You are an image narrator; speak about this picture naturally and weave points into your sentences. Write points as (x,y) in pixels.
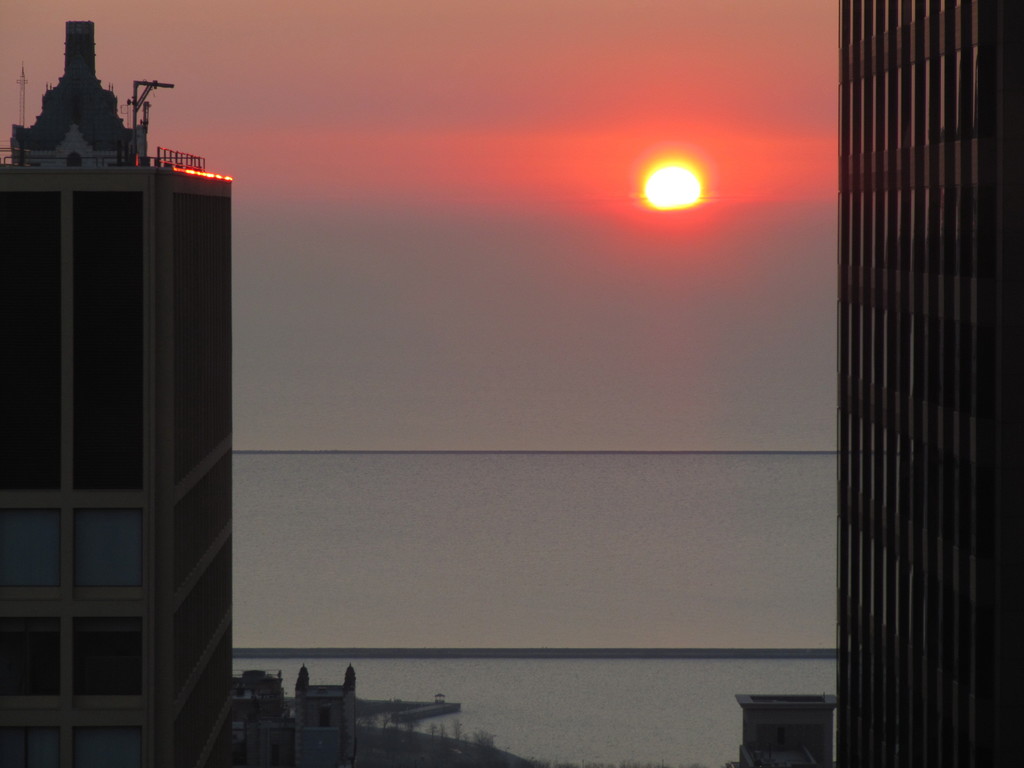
On the right (940,216) and left side of the image (90,555) I can see the buildings (264,720). At the bottom (577,692) there is an ocean (598,704). At the top of the image (371,176) I can see the sky (455,262) along with the sun (689,194).
